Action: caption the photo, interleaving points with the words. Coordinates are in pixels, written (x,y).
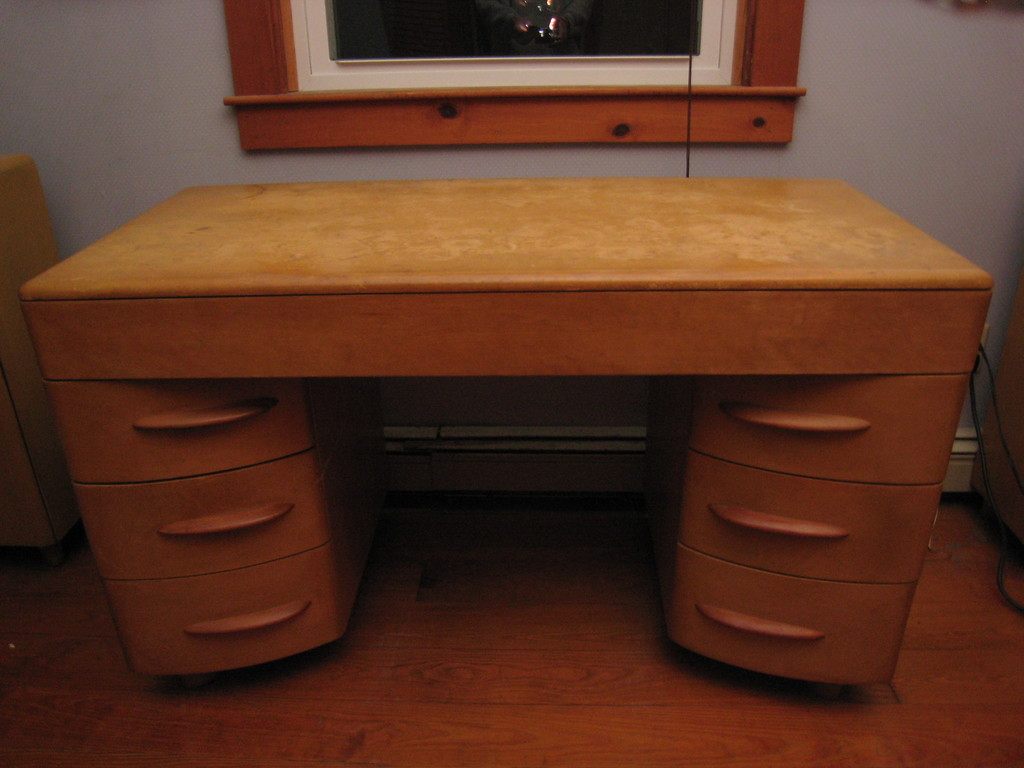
This is the picture of a desk (292,446) which has three shelf (838,587) on each side.
